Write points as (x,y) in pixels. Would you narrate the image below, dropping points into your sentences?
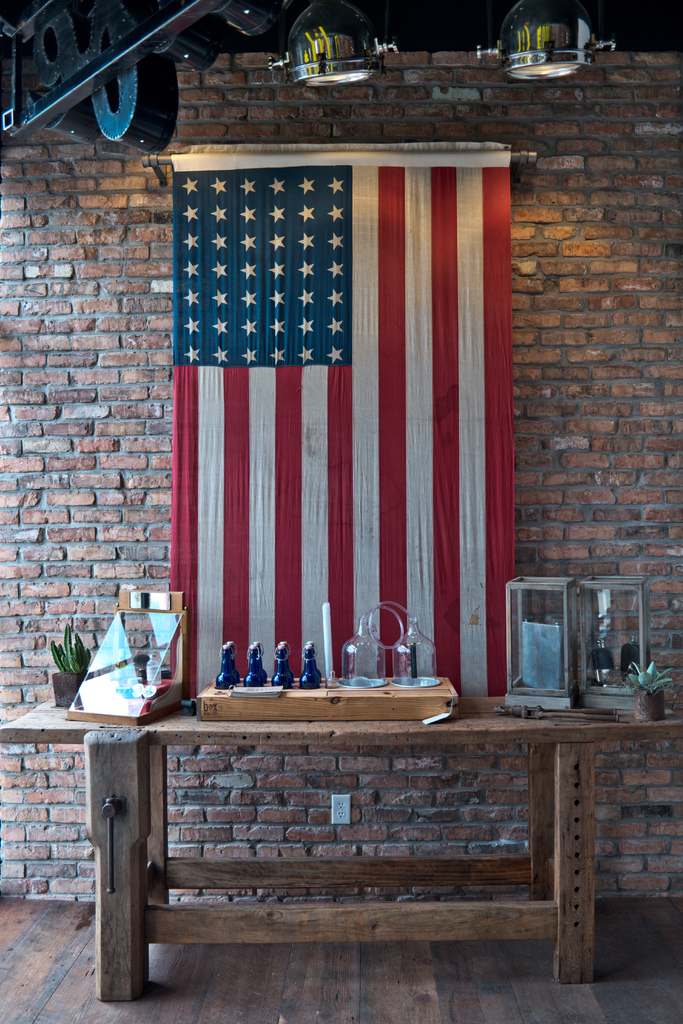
In the given picture there is a national flag (272,435) of one country on the wall (512,795). And there are some bottles (308,682), some plants (58,660) on the table (158,804). In the background (177,827) we can observe a wall (98,306) here and some lighting (508,69) to the ceiling (462,43).
